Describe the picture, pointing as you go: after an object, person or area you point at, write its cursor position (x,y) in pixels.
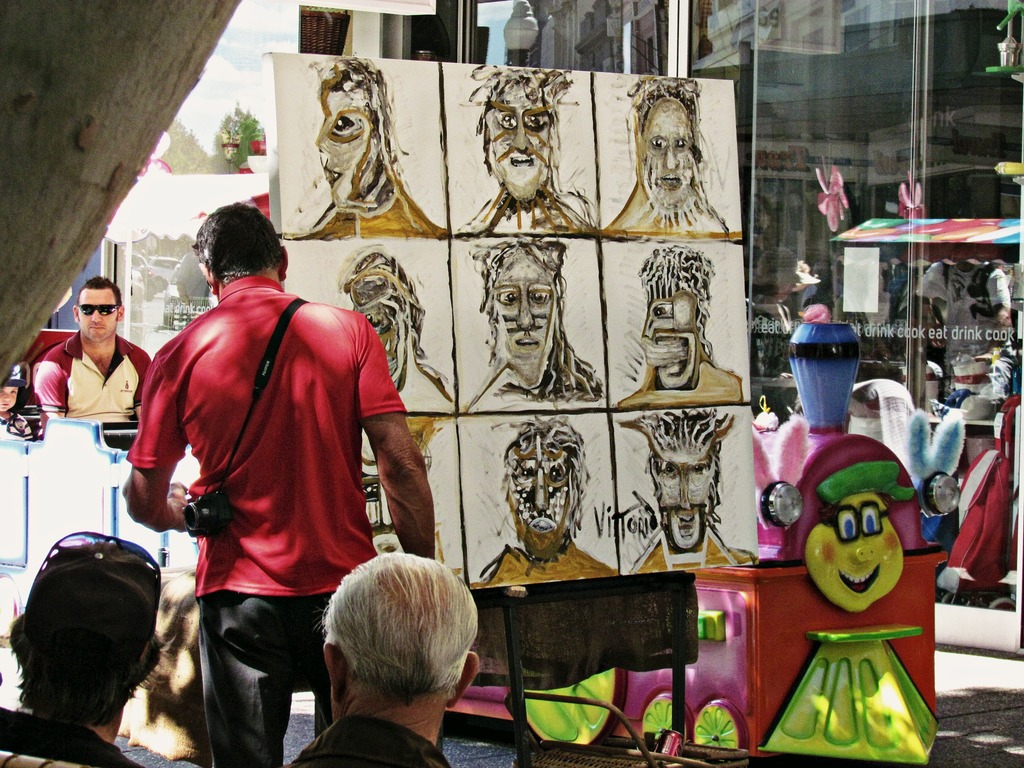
In this picture we can see group of people (274,391), in the middle of the image (547,370) we can see paintings (608,333) on the board (546,309), in the background (900,134) we can find few glasses (731,77), trees (192,140), clouds (221,88) and vehicles (160,268), also we can see a camera (222,510).
